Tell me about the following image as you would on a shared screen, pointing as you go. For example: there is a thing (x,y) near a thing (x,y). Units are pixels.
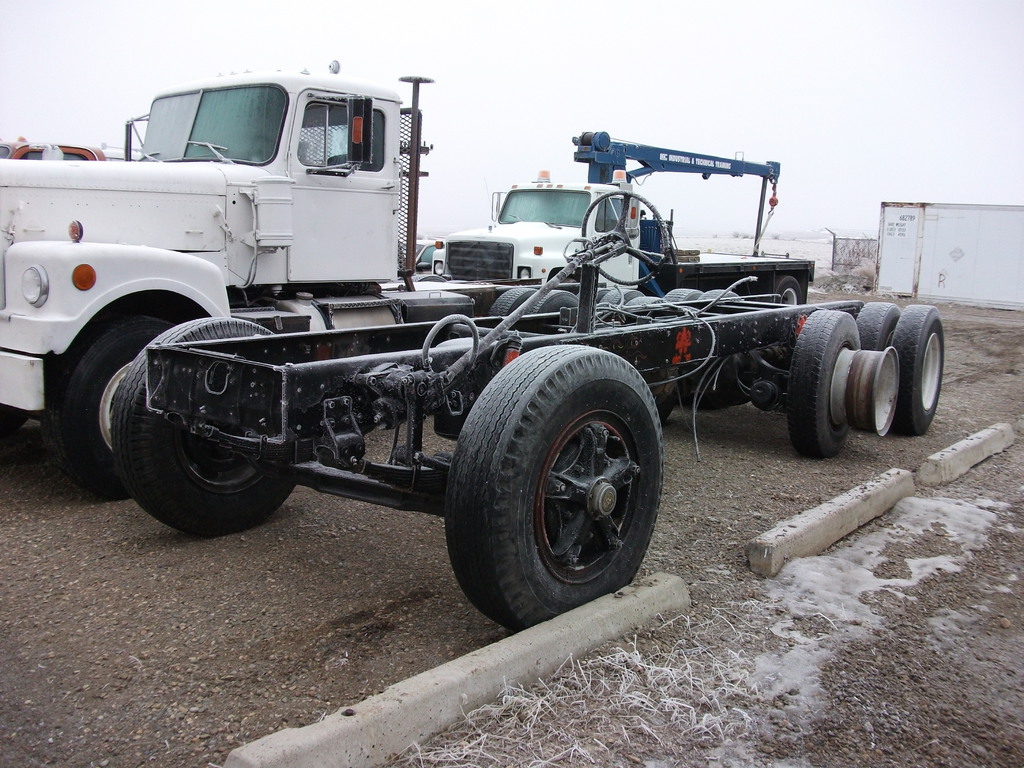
In this picture, we see the vehicles (424,280) in white and black color. Beside that, we see the concrete blocks (370,748). On the right side (884,264), we see the board (950,252) or a wall (971,263) in white color. At the top (618,121), we see the sky (343,11) and at the bottom (185,675), we see the stones (318,629), grass (596,710) and the soil (930,698).
